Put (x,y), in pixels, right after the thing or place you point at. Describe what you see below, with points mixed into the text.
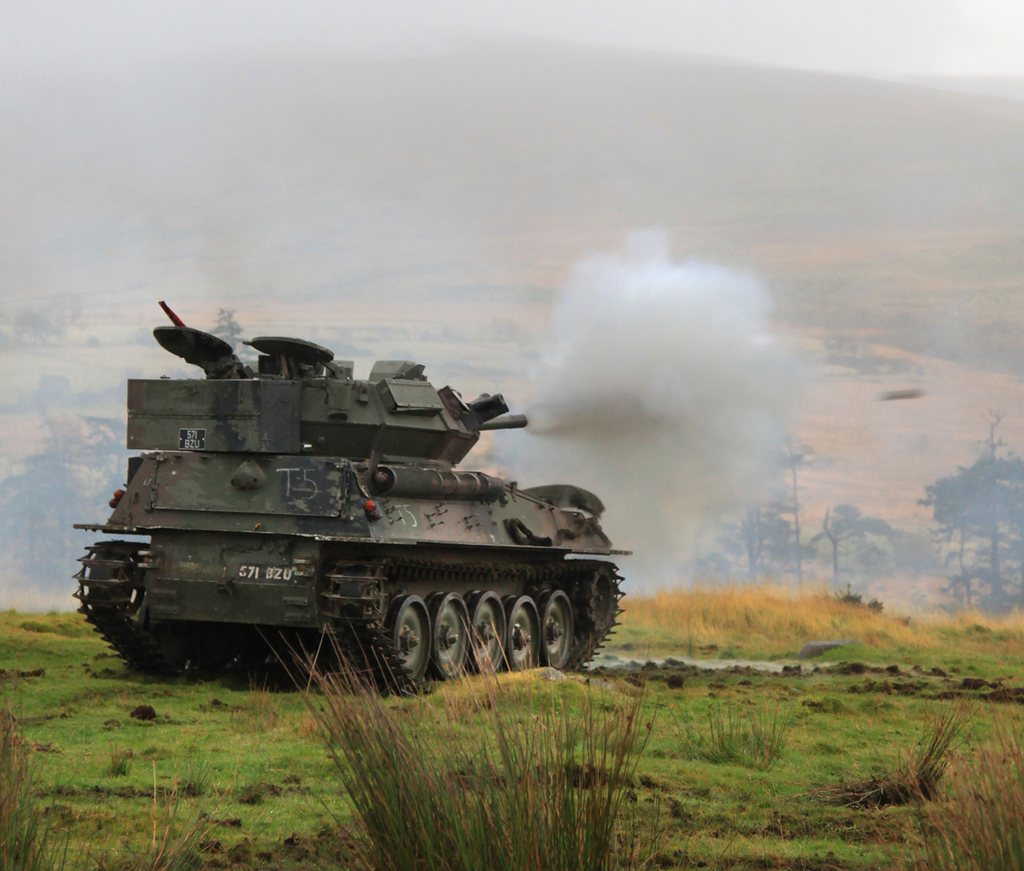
This image is taken outdoors. At the bottom of the image (198,782) there is a ground (350,761) with grass (679,731) on it. In the background (860,554) there are a few trees (776,556) and plants (998,628) on the ground (259,766). In the middle of the image (378,403) there is a tank (360,580) on the ground (283,777) and it is exhibiting smoke (627,382).
